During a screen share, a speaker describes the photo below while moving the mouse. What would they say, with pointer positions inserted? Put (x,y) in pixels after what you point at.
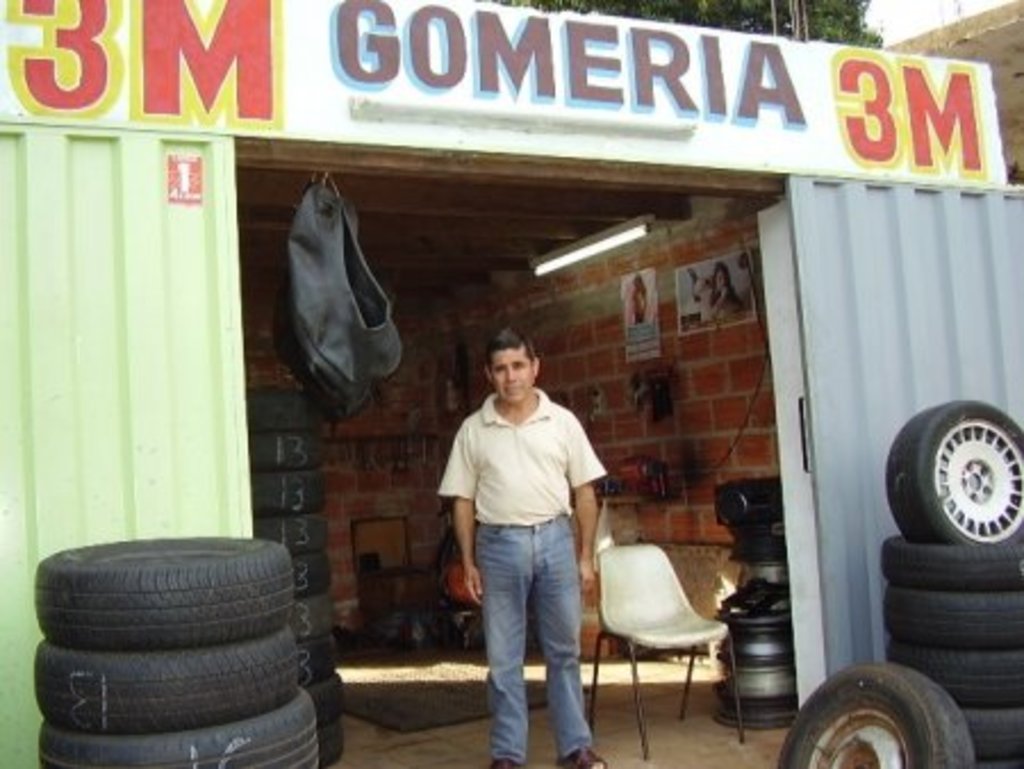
In-front of this shed (154,390) there are tires (906,724). In this shed (702,357) there are posters (645,310) on wall (632,258), lights (626,241), tires (317,658), carpet (397,720) on floor (474,749) and chair (636,618). This man (534,537) is standing in-front of this shed (549,181). Far there is a tree (815,1).
